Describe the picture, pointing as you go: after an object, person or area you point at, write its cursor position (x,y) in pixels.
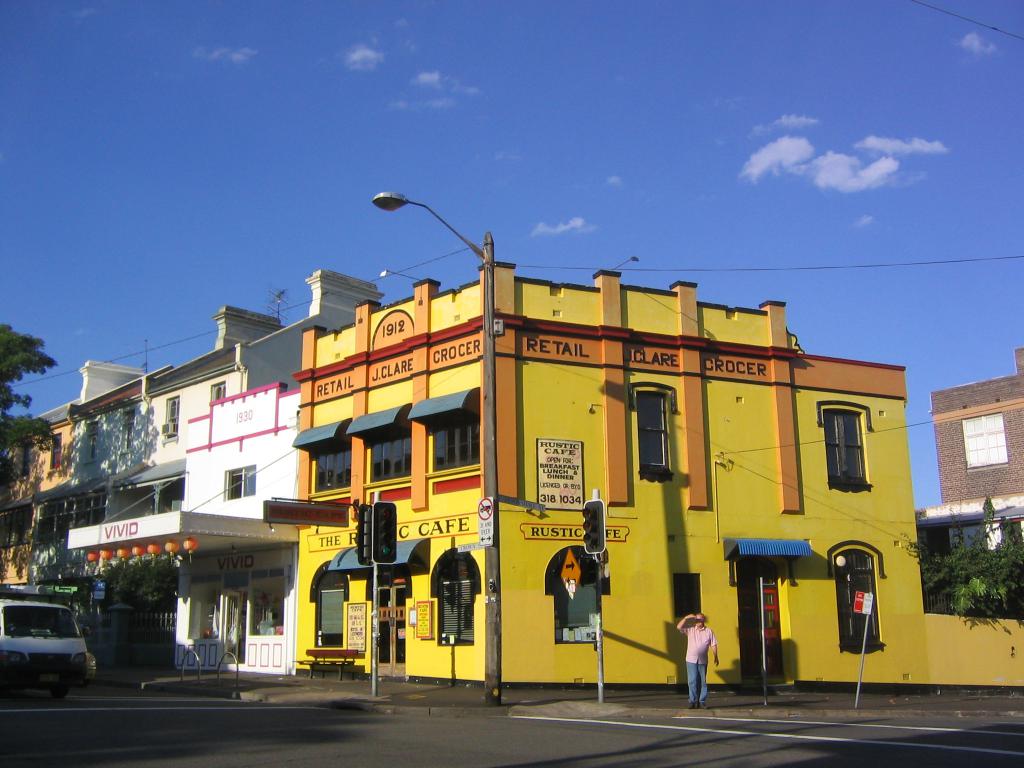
In this image we can see buildings (513,480). Image also consists of a light pole (492,389), two traffic signal light poles (394,523), a car (50,656) and also tree (1001,576). At the top (656,103) there is sky (661,65) with some clouds (795,148) and at the bottom (290,709) there is road (299,728).
